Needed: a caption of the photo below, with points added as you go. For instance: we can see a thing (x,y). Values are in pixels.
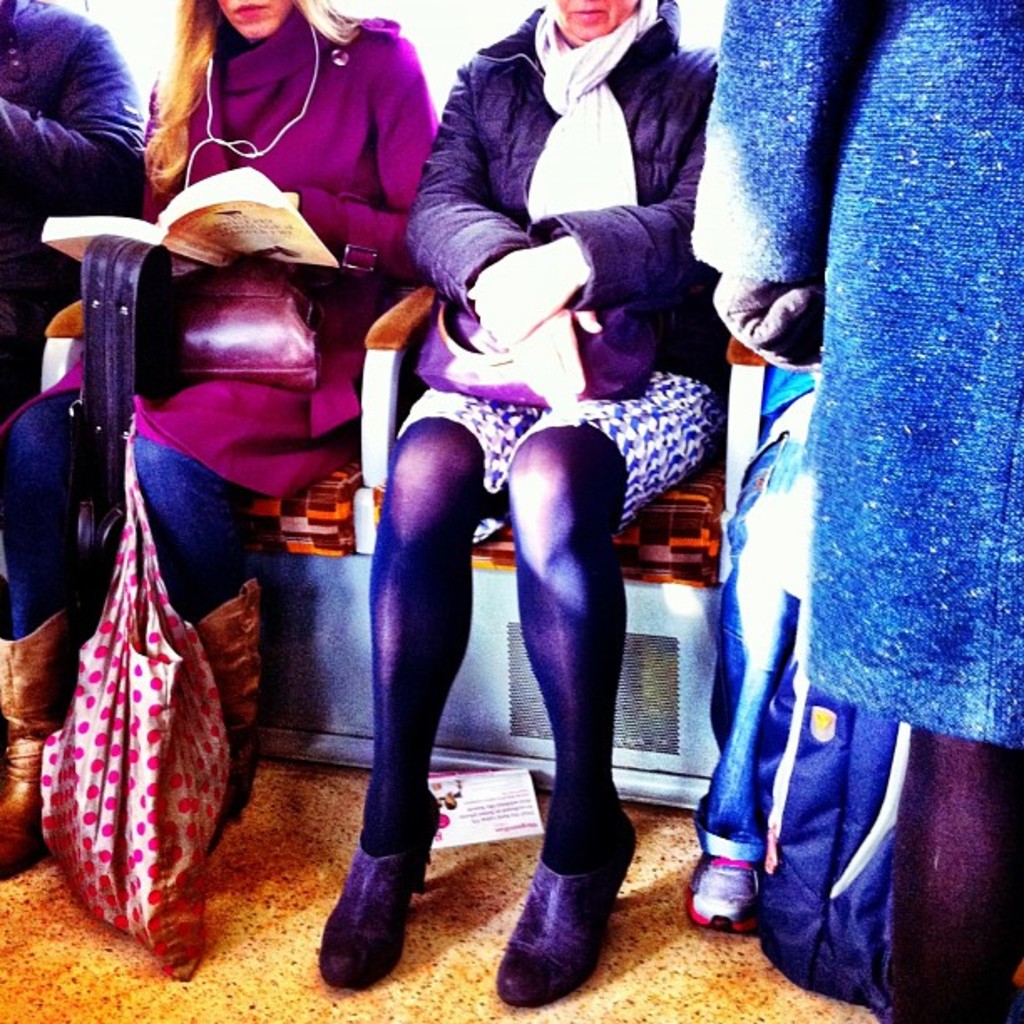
In this image few people (277,107) are sitting chairs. Few of them are holding bag (255,340). A lady (269,125) is holding a book (192,236). On the floor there are bags (832,802).
